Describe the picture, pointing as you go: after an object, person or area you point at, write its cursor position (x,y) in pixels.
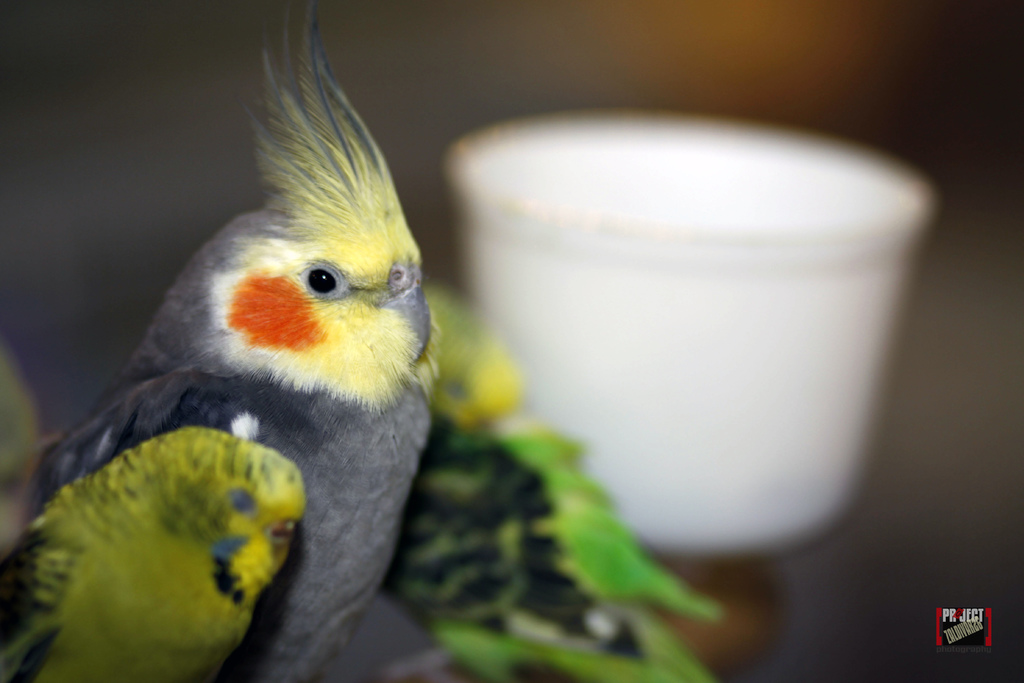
In this picture, we see birds (336,466) in green, yellow and grey color. Behind that, we see a white bowl (696,422) or a white box (681,351). In the background (248,192), it is black in color and it is blurred in the background (508,96).
